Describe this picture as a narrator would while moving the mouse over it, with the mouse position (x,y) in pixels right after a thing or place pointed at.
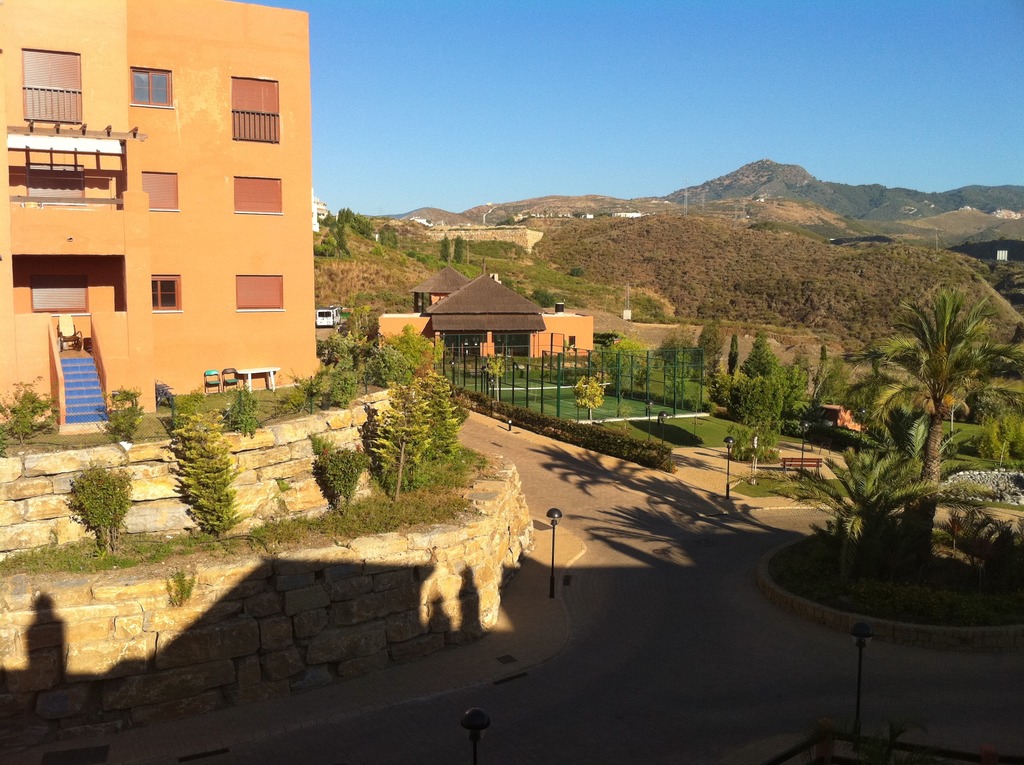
This picture is clicked outside. In the center (358,464) we can see the plants (296,389), trees (607,379), grass staircase (82,405), chairs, table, building (249,180) and some other objects (486,487). In the background (524,91) we can see the sky (483,139), hills (675,203) and some other objects (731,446) and we can see the metal rods (551,556).
